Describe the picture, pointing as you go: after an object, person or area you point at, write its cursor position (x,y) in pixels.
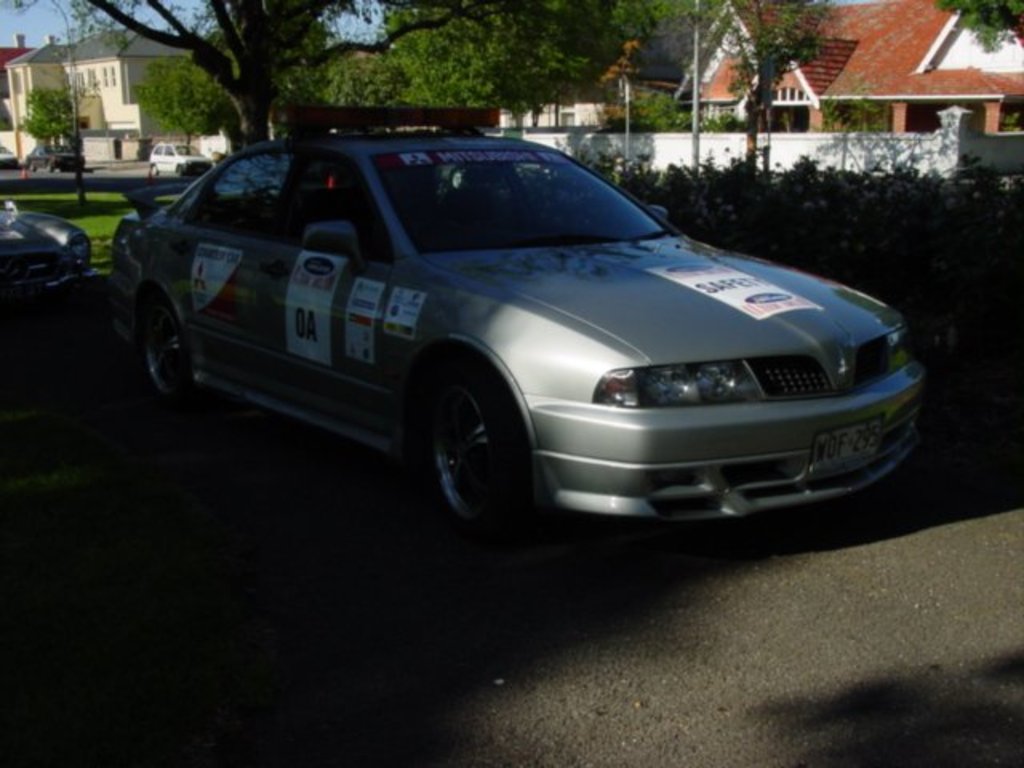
As we can see in the image, in the front (162,301) there are two cars (298,306) on road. The first car (556,343) is in grey color. Beside the car (617,255) there are few plants (714,207). Behind the car (282,161) there is a tree (307,53). In the background (11,67) there is a house (84,91) and on the right side (772,110) there are two houses (833,81) with red color rooftop (955,85).
